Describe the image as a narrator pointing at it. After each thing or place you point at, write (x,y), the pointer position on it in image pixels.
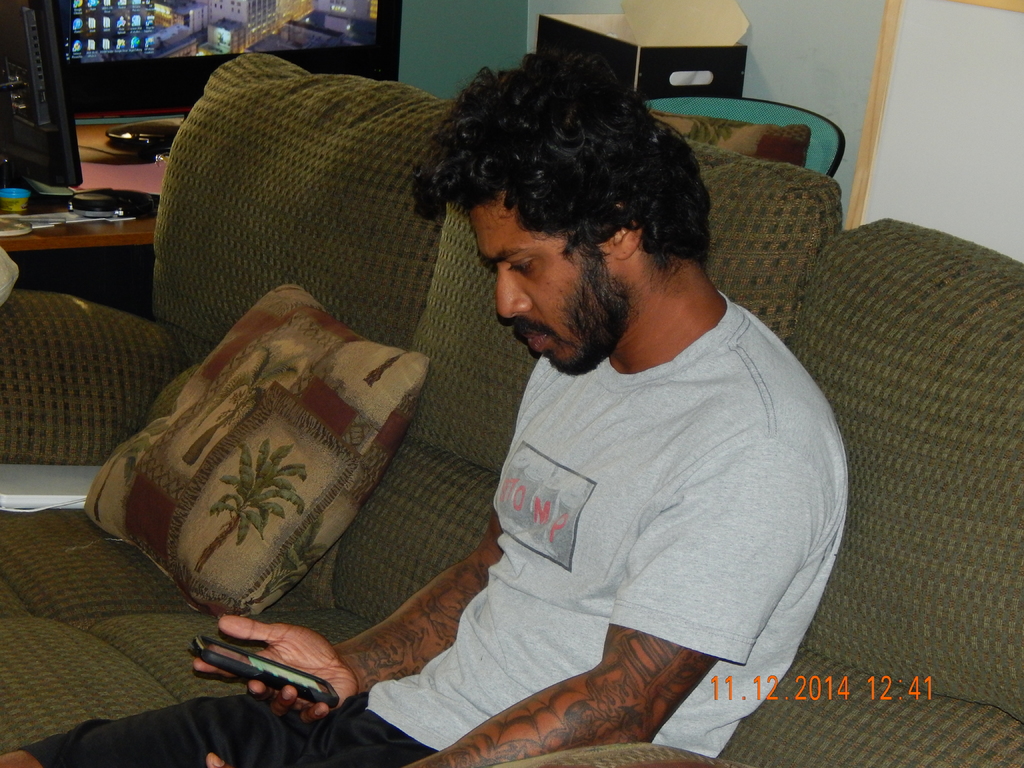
In this image I can see a person (502,504) sitting on the couch (322,623) and holding mobile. To the right of him there are some objects (100,207) and the system (151,71) on the table (114,159).
